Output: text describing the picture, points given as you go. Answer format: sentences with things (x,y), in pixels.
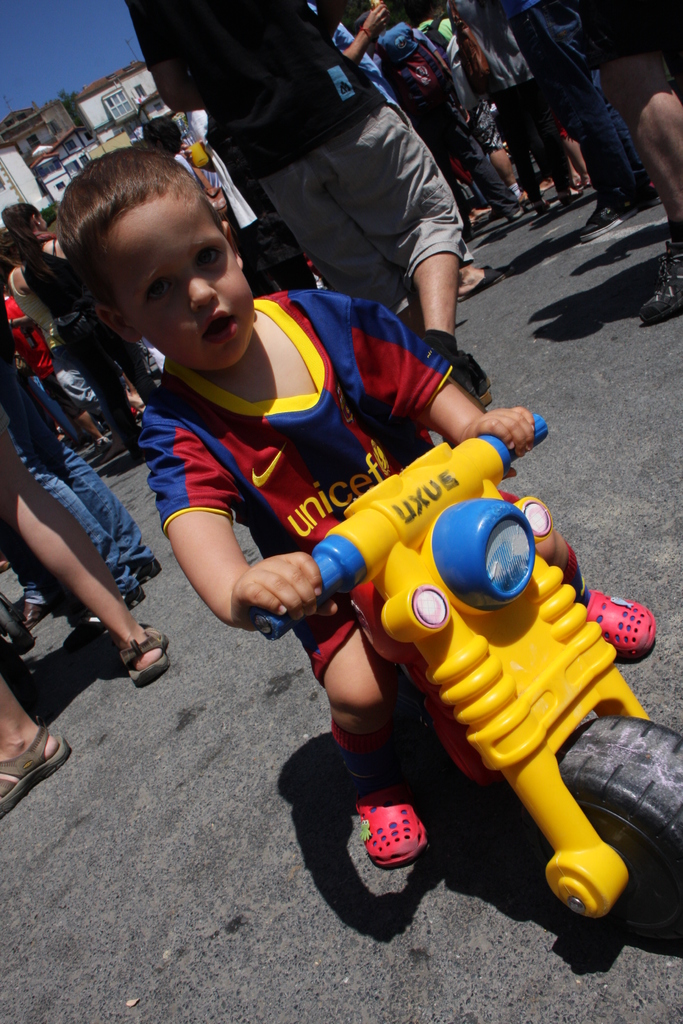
This image is clicked outside. There are so many persons (56,253) in the middle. There is a kid (315,378) in the middle (292,388). There is sky (69,55) at the top (67,55).
